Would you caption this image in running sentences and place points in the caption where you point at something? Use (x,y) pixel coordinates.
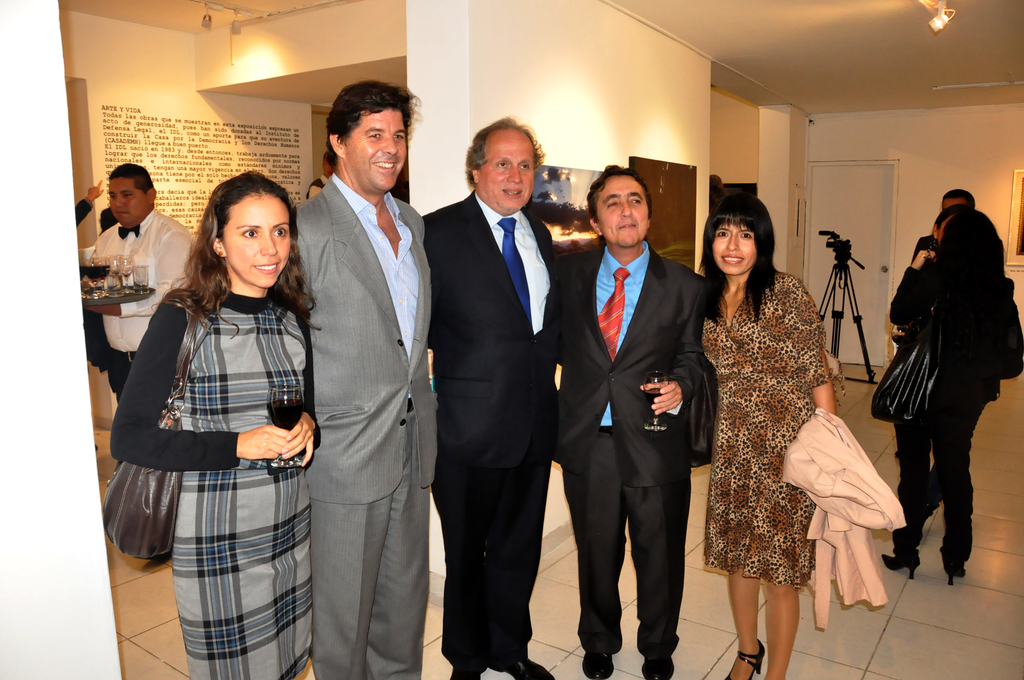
In this picture we can see some people (530,409) standing, in the background (848,284) there is a camera (845,248) and a tripod (845,264), a man (177,272) on the left side (149,271) is holding a tray (120,300), we can see some glasses (120,272) of drinks (95,274) present in the tray (111,296), there is some text (186,146) here, there is a door (858,211) here, a woman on the right side (919,401) is carrying a bag (902,391).
